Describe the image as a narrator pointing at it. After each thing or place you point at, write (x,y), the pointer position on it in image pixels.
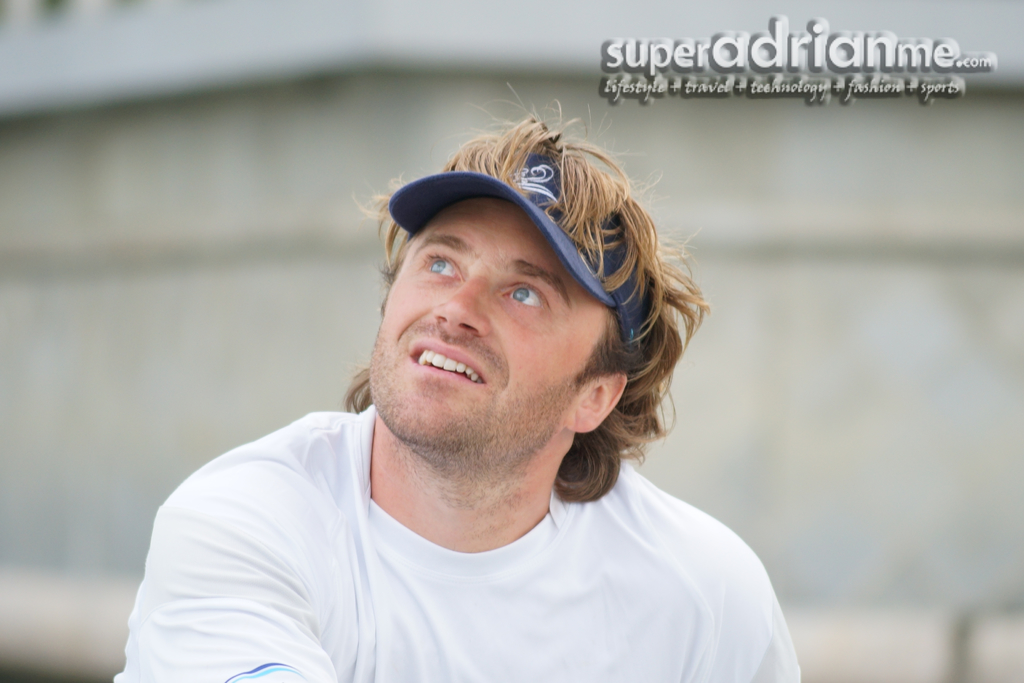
In the image I can see one person (387,502) is sitting. At the top of the image (724,89) I can see some written text (724,89).
